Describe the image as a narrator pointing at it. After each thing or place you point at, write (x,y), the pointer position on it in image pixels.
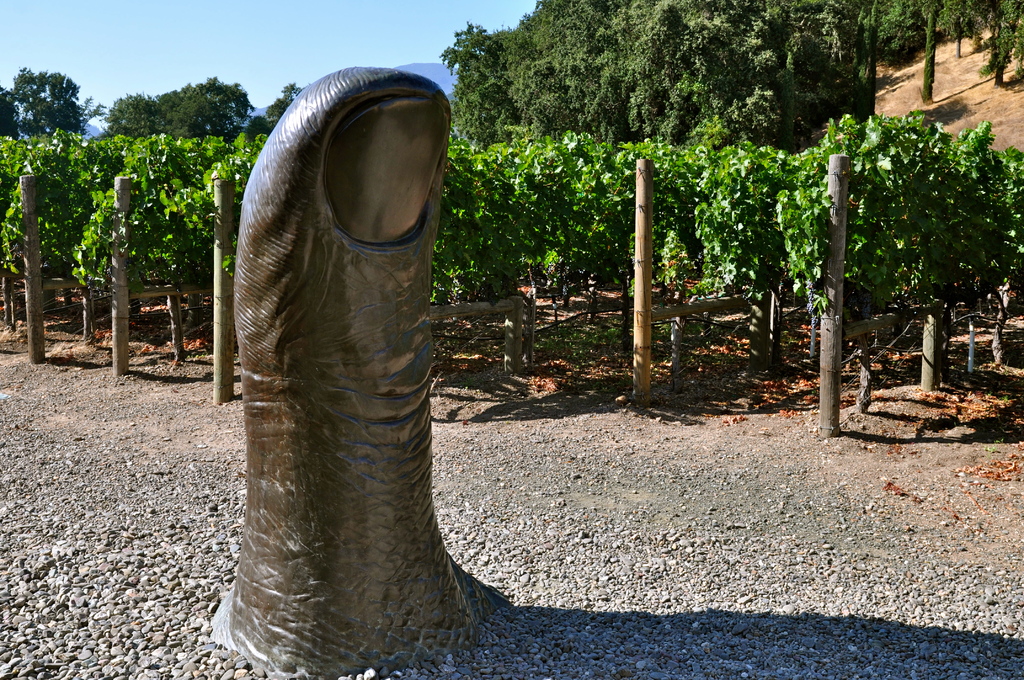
In this image, there is an outside view. There is sculpture (315,328) beside the garden (477,209). There is a tree (676,55) in the top right of the image (713,55). There is a sky (207,28) in the top left of the image (214,16).
